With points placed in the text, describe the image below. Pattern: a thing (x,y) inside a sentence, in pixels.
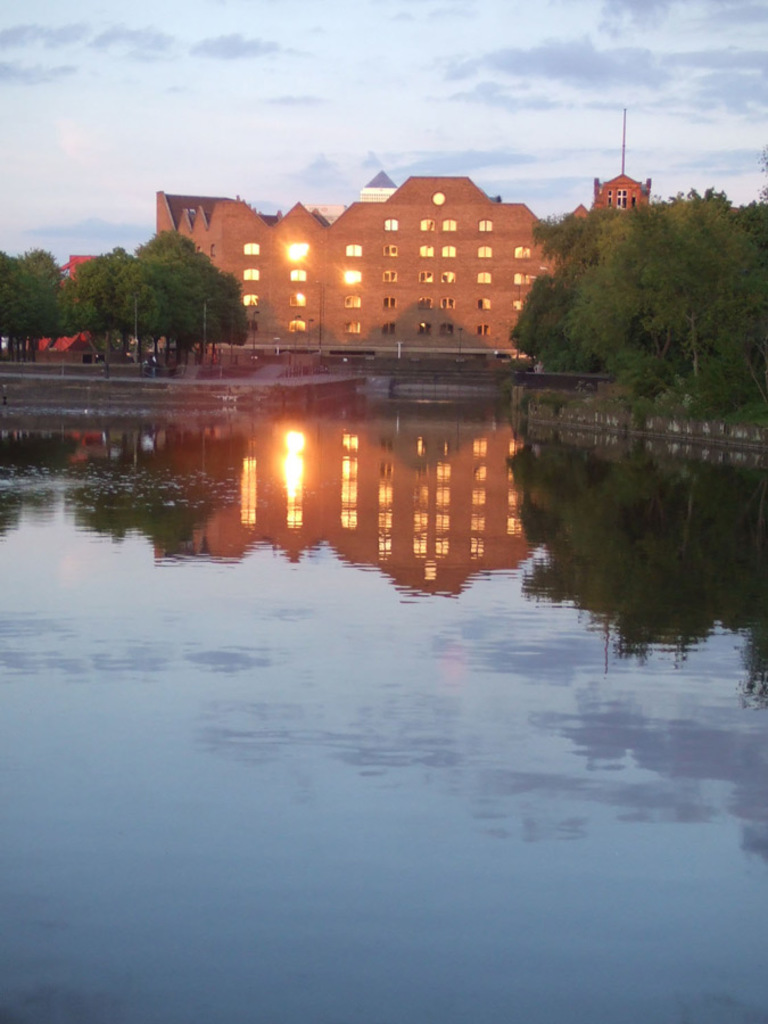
In the image we can see the building (514,214) and the windows (449,227) of the building (497,275). There are even trees (679,297), stairs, water (196,465) and the sky (268,76).
